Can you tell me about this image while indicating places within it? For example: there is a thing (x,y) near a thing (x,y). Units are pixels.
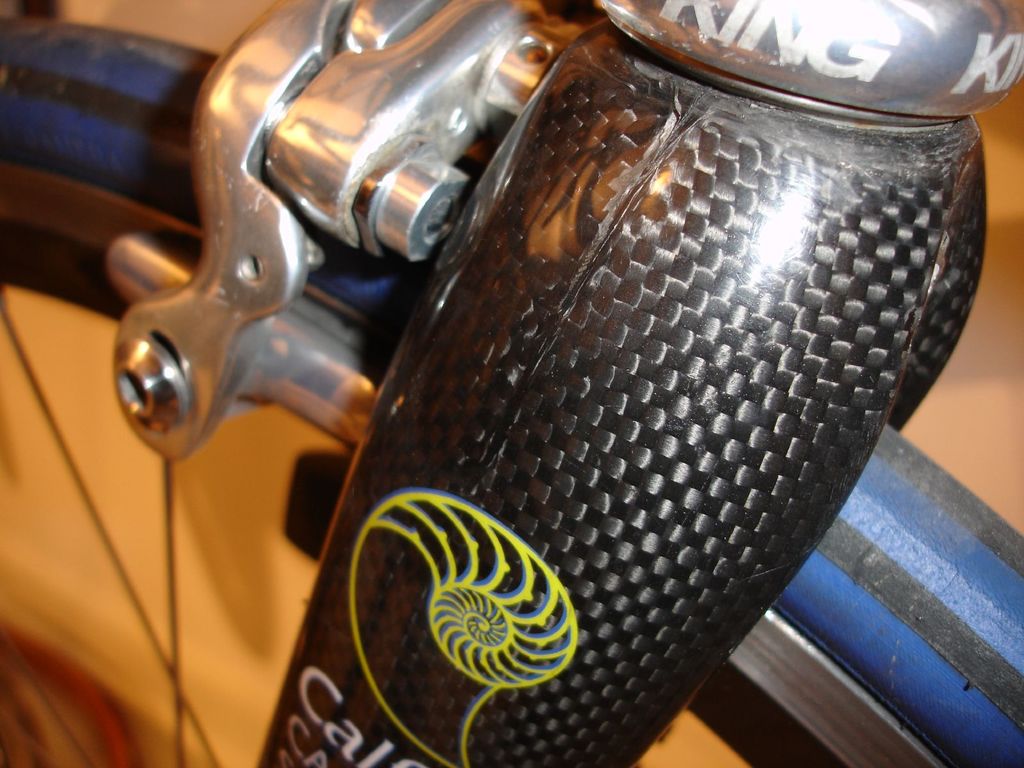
This image looks like a bicycle tire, we can see its parts (395,418), on it there is some logo (379,696) and text (706,5) written on it.
